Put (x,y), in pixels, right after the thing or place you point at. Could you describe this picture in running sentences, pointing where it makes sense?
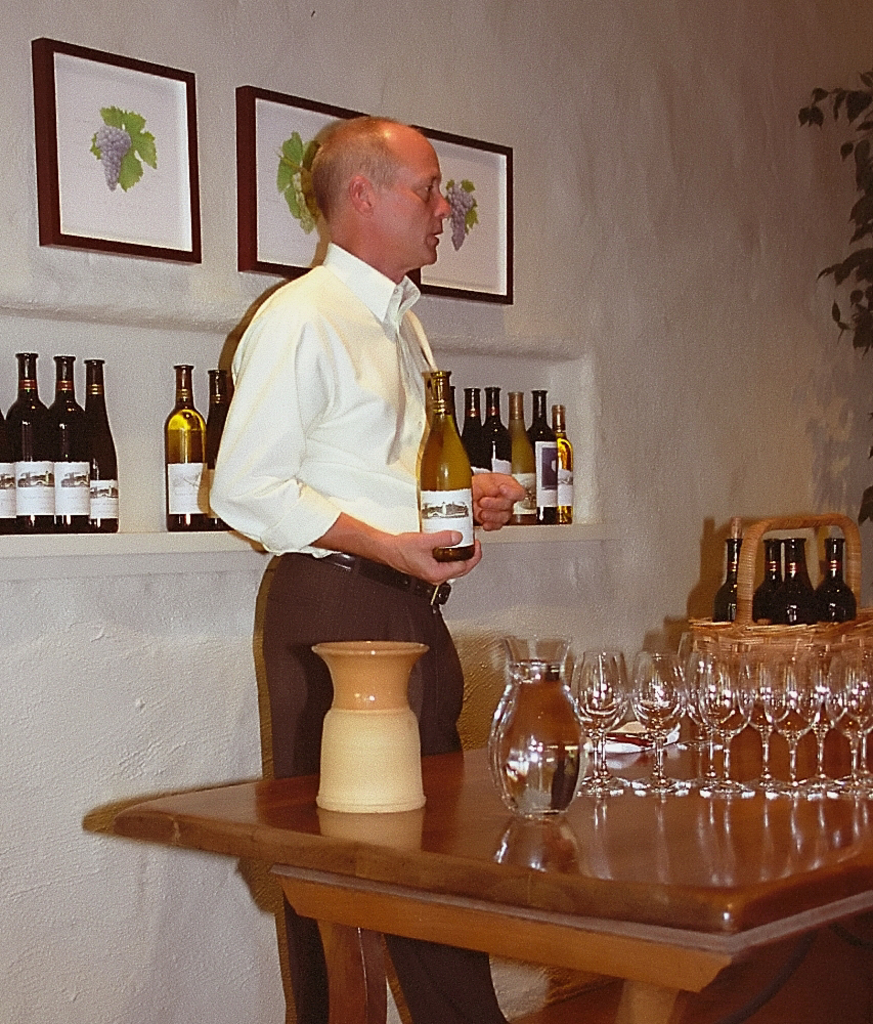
In this image there is a man (342,272) standing and holding a bottle (439,511) there are many glasses (764,679) and a small pot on a table (525,825). At the background (587,509) there is a wall (563,390) and the shelf (573,378), there are many bottles (532,431) in the shelf (494,369), there are three frames (300,152) attached to the wall (363,36).
